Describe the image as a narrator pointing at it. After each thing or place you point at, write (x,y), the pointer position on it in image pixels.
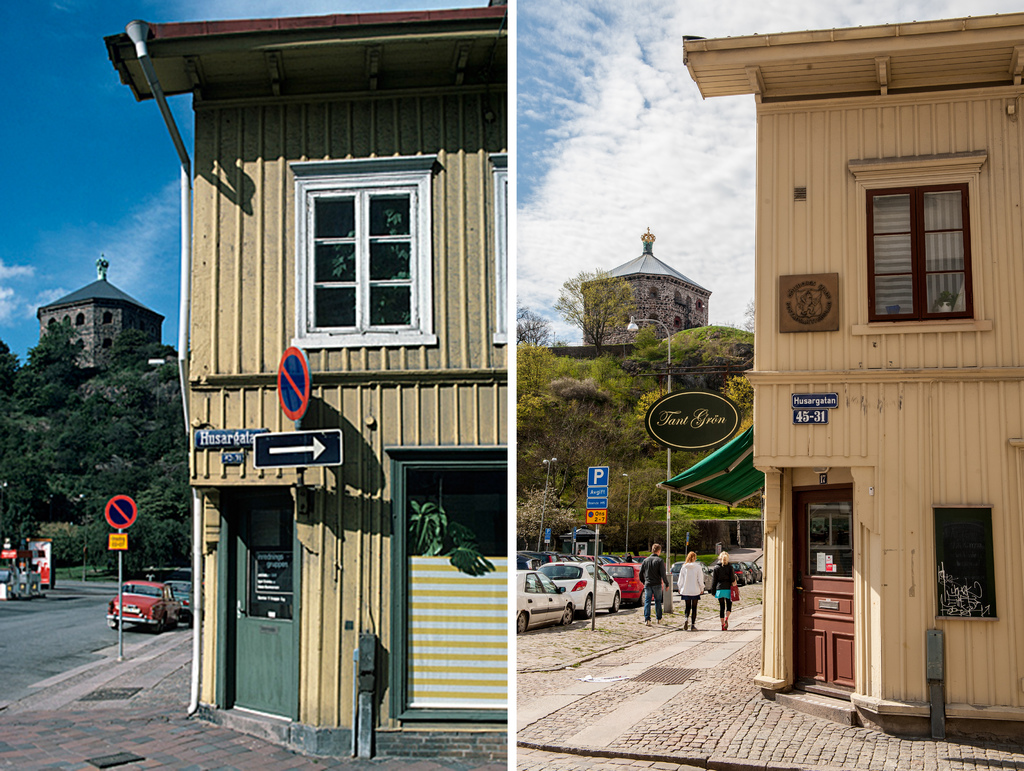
It is a collage image there are two houses (490,241) in both the images and beside the house (225,614) there is a footpath (64,688) and there are few vehicles (134,585) parked beside the footpath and behind the house (262,396) there is a tree (113,382) and behind the tree (112,362) there is a tower (103,319).
